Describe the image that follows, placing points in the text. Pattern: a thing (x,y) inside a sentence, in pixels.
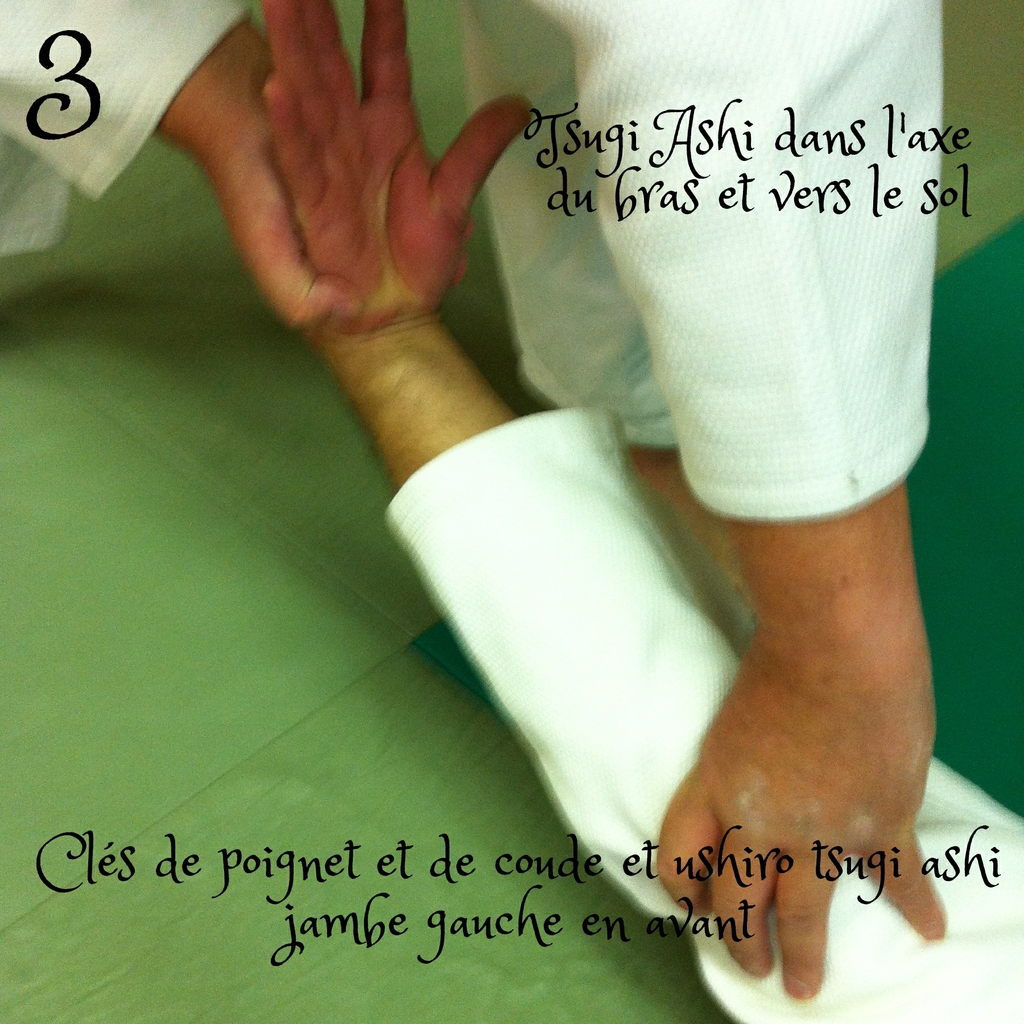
In this image, we can see a person (636,329) holding another person (501,489). We can see the ground (307,791) and some text (719,188).
